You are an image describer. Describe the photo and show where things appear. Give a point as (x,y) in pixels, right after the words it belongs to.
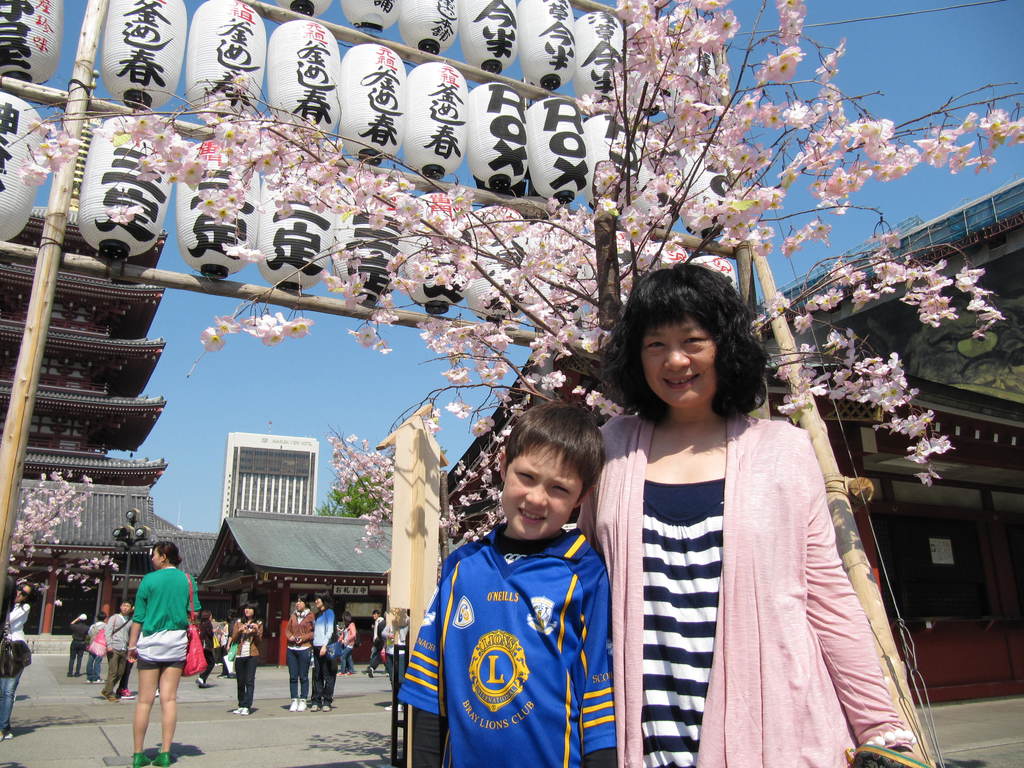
In the center of the image (585,421) we can see two persons (749,612) are standing and they are smiling. Among them, we can see one person (752,697) is holding some object (875,754). Behind them, we can see a tree (421,257) and lanterns (431,92) are attached to the poles (37,84). On the lanterns (549,18), we can see some text (449,103). In the background (50,603), we can see the sky (338,127), buildings (941,505), trees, few people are standing and a few other objects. Among them, we can see a few people (237,639) are holding some objects (96,634).
